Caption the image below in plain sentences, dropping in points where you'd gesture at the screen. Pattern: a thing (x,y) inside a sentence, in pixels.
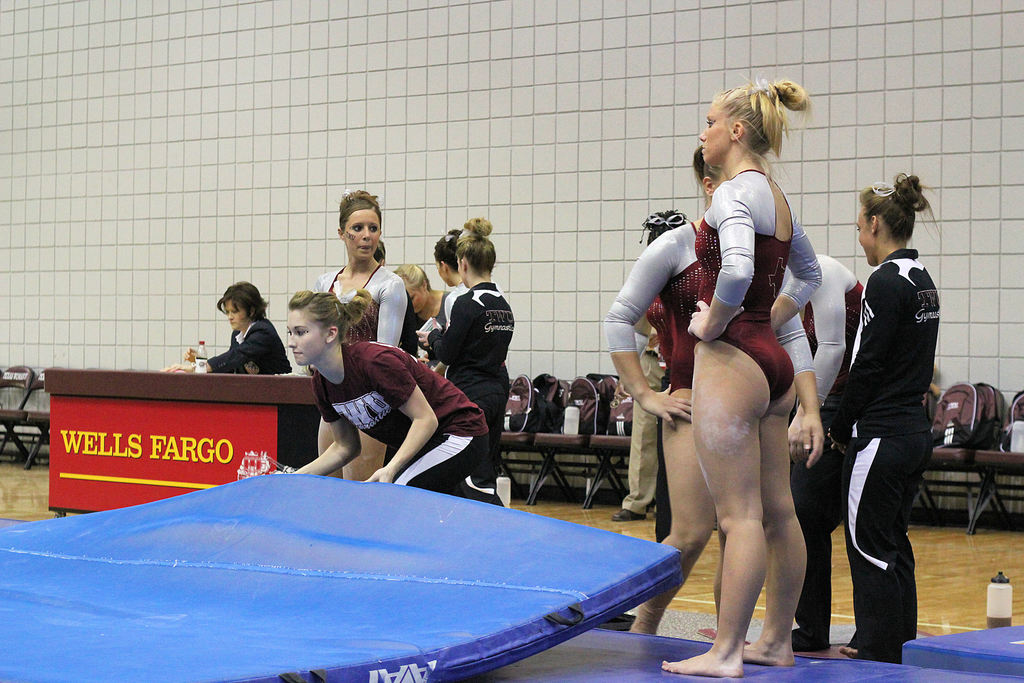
In this picture I can see number of women (474,227) in front (698,245) who are wearing costumes (661,242) and I see the blue color mats (436,508) in front (506,535). I can also see a woman (389,376) is holding the mat (301,500). In the background (31,374) I can see the chairs (518,397) and on the left side of this picture (141,407) I can see a table (200,381) on which there is a bottle (196,361) and behind it I can see a woman (229,318). On the bottom right corner of this picture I can see another bottle (996,583) and I can see the wall (652,177) and I see something is written on the table (136,464).
